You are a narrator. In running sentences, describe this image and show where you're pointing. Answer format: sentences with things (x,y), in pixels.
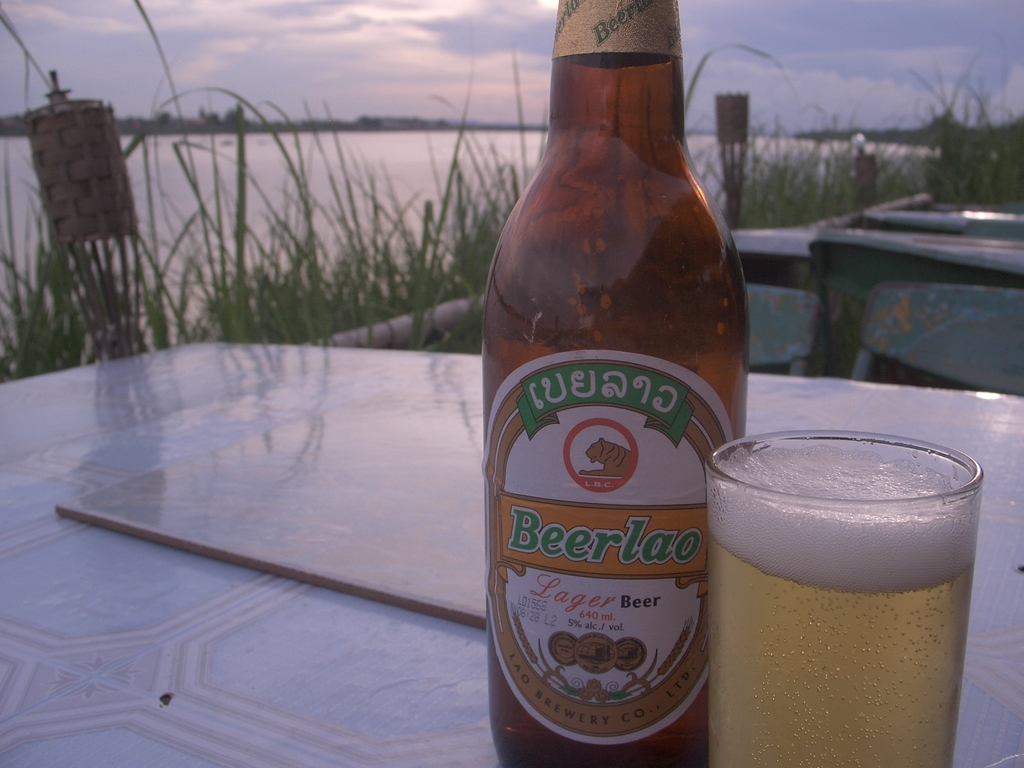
In this image i can see a beer bottle (600,430) and a glass (851,586) with beer (833,650) in it. In the background (453,228) i can see few plants (338,248), few tables (969,227), water (227,168), trees (124,128) and the sky (328,64).
